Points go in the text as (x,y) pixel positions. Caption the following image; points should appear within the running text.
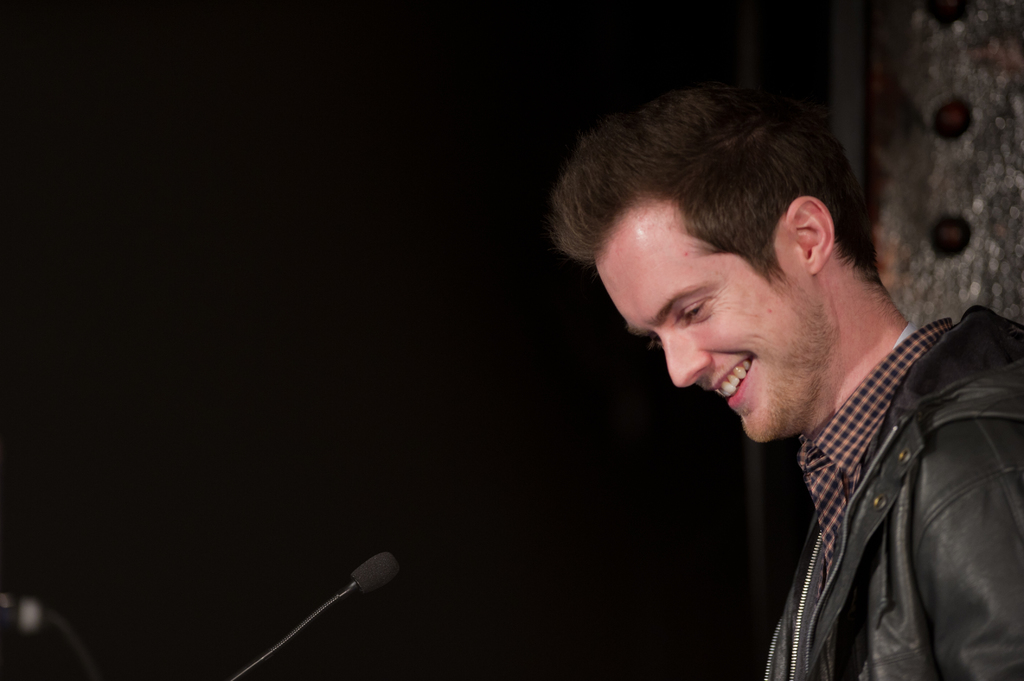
In this picture we can see a man (825,364) in the black jacket (983,652) is smiling and on the left side of the image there is a microphone (371,568) and behind the man (716,367) there is a dark background (221,240).
